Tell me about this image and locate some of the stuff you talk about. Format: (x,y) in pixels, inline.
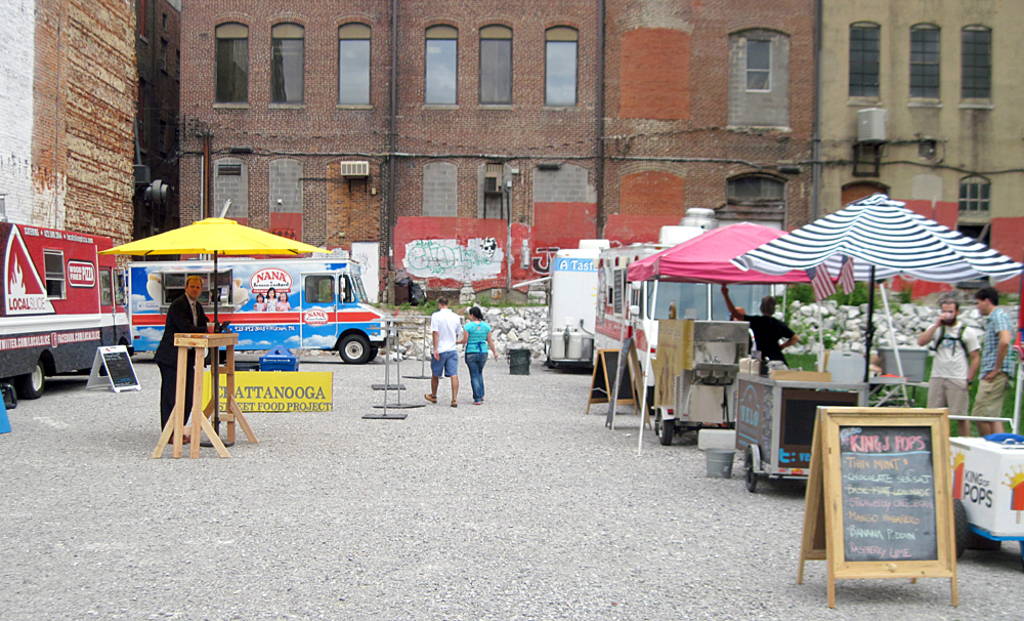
In the middle of the image (371,331) there are some umbrellas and banners (952,505) and tables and vehicles (72,283) and few people (993,431) are standing and walking. At the top of the image (401,200) there are some buildings (533,175).
